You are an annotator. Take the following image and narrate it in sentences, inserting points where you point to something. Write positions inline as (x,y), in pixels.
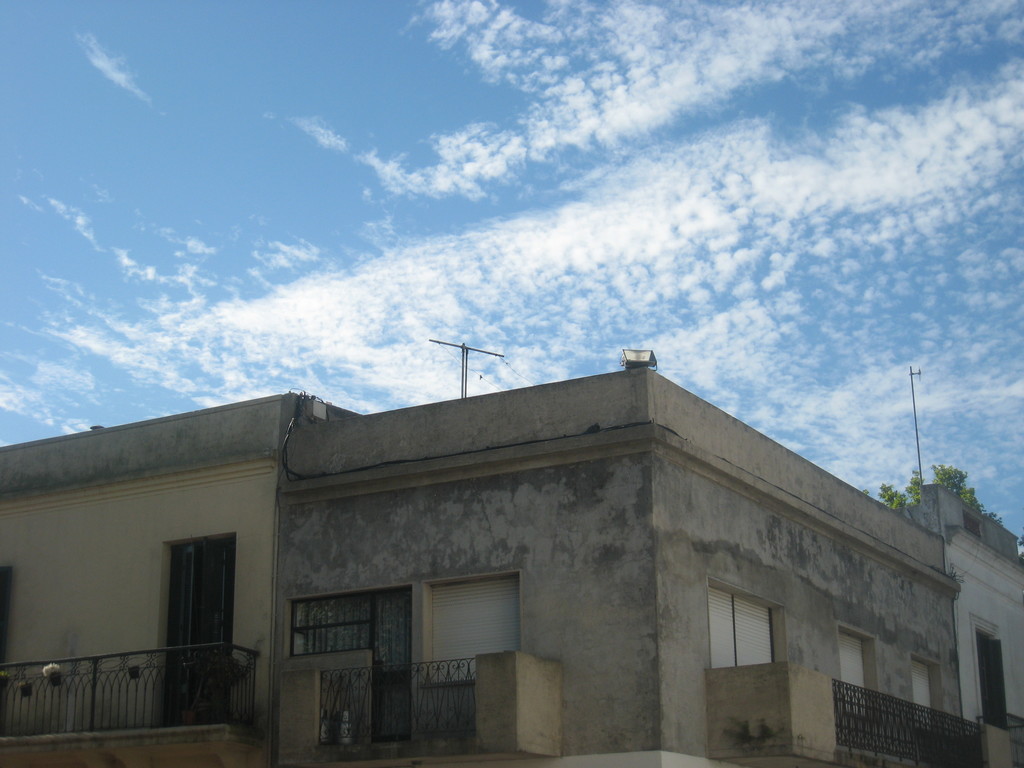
There is a building (390,641) which has windows (407,648) and fences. There is a tree (963,477) and a pole (919,474) at the back (949,480). There is an antenna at the top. There is sky (268,151).
